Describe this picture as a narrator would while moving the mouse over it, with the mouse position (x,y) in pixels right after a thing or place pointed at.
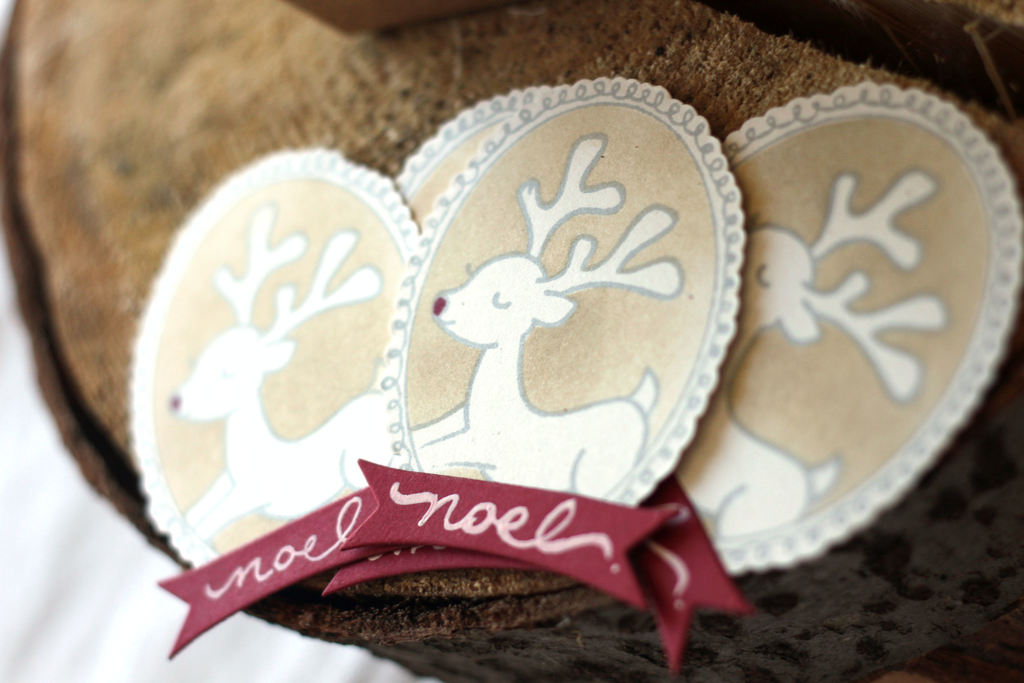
In this image we can see small cards (466,345) with animal pictures (471,343) on them on the wooden piece (57,413). On the left side (69,625) at the bottom (69,625) the image is blur.
